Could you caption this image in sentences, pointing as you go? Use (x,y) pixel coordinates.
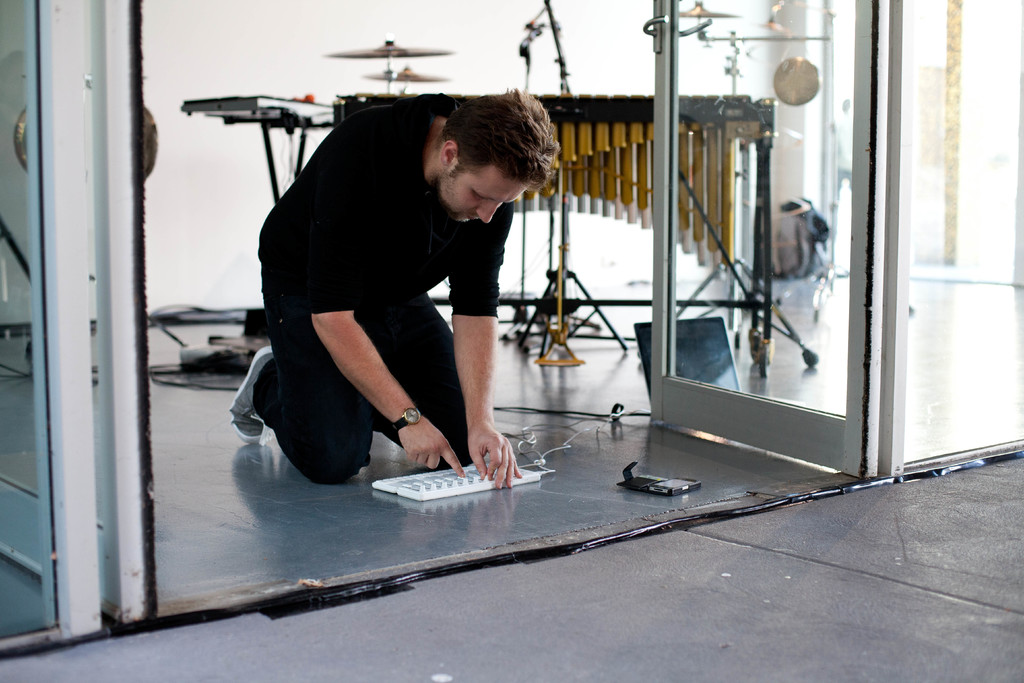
In this image we can see a person (372,383) sitting on the floor (235,467) holding a object (411,481). On the left side of the image (90,445) we can see a door (64,395). On the right of the image (777,366) we can see a glass door (741,271). In the background (727,214) there are musical instruments (432,53) and wall (252,38).
